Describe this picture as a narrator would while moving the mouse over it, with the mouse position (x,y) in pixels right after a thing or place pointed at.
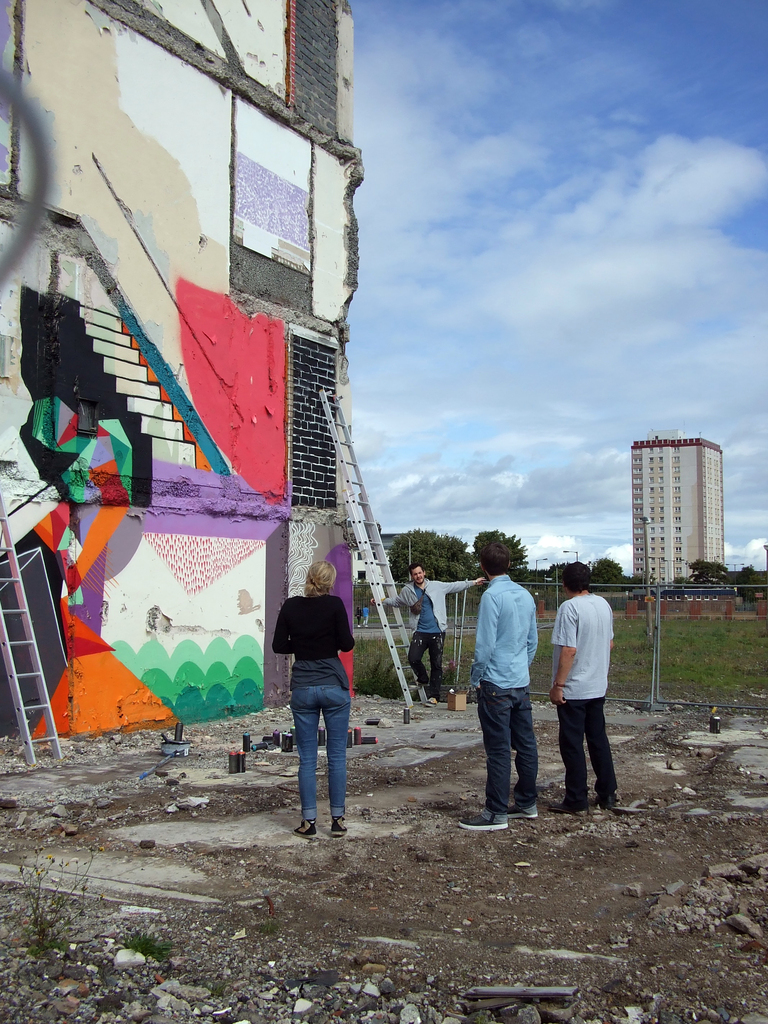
In this image we can see the buildings (288,161), on the building (291,423) we can see the painting (215,620), there are some persons (603,618) standing on the ground (484,855), also we can see some trees (456,545), ladders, stones (404,1021), fence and some other objects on the ground (225,766).
